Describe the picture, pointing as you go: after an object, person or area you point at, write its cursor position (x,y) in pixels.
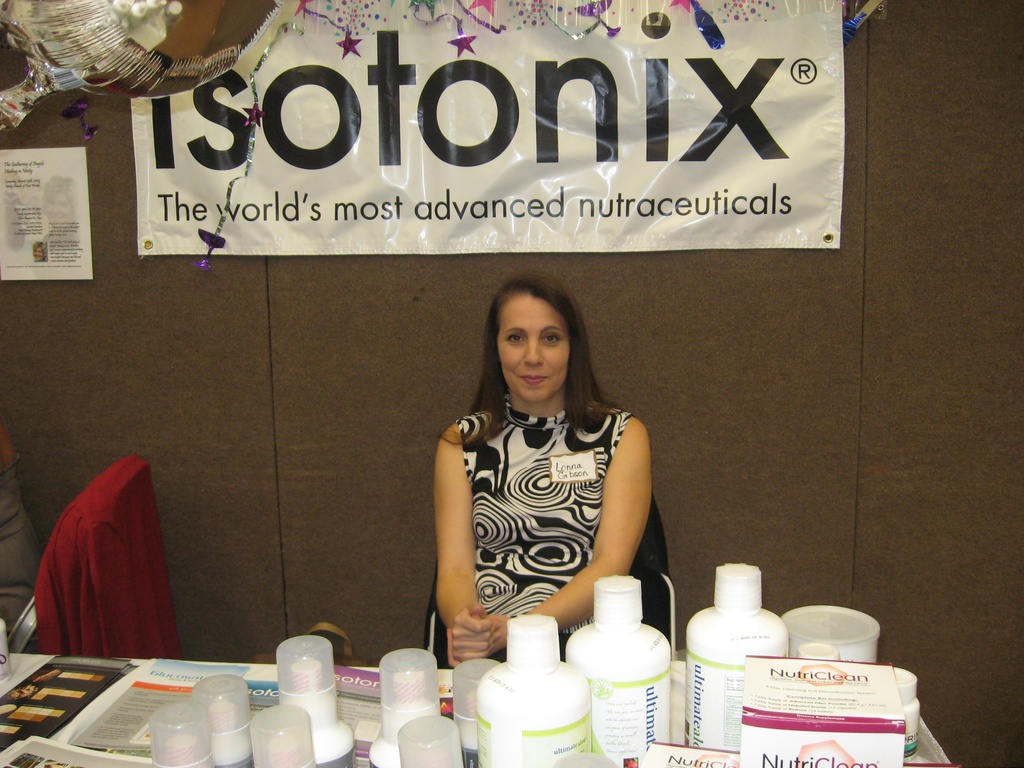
In this Image I see a woman (495,389) who is sitting on chair (670,603) and she is smiling. In front of her I see a table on which there are many things (60,722). In the background (938,523) I see the wall (363,457) and a banner (347,9).
